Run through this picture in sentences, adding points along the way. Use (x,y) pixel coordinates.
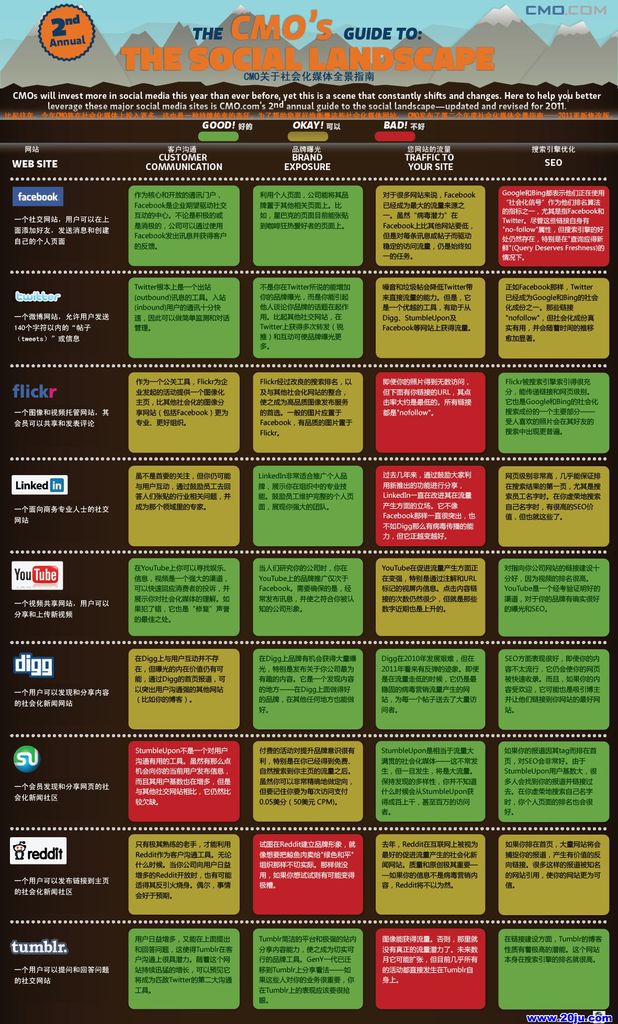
In this image there is a poster (310,645) having some text (277,656). There are few app icons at the left side of the image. Top of the image (292,74) there are few images (441,46) of the hills (556,74) having some text (391,50) on it.
